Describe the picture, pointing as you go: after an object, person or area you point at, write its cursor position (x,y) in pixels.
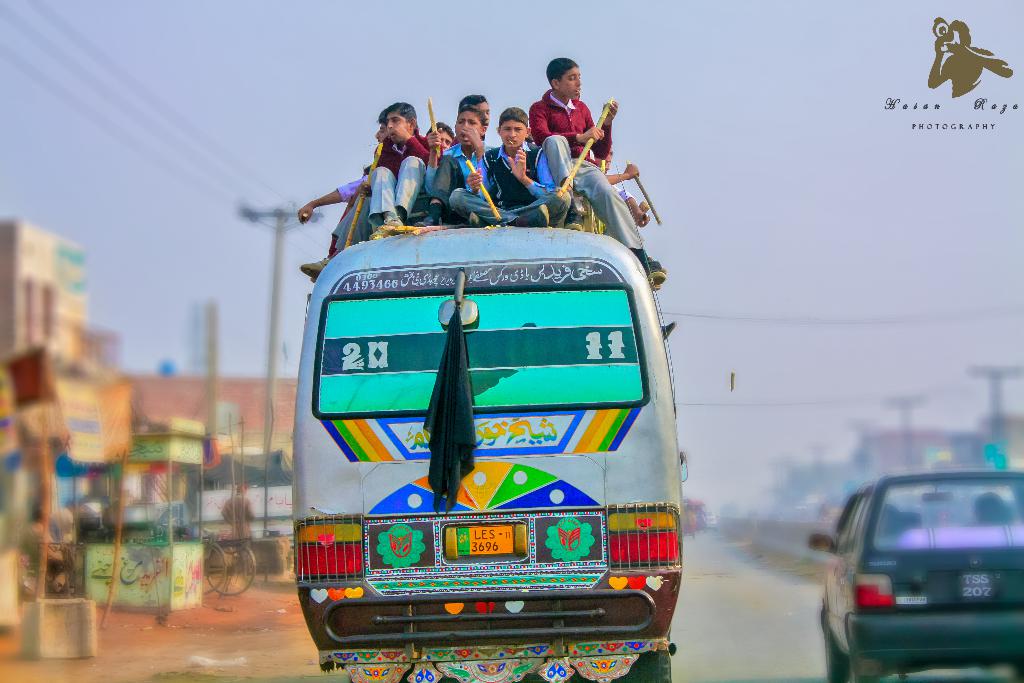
In the image in the center, we can see one bus (446,517) on the road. On the bus (523,307), we can see few people (451,209) were sitting and holding some objects (486,193). In the background (704,130) we can see the sky (838,205), buildings (57,369), vehicles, poles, banners (27,369) etc.
